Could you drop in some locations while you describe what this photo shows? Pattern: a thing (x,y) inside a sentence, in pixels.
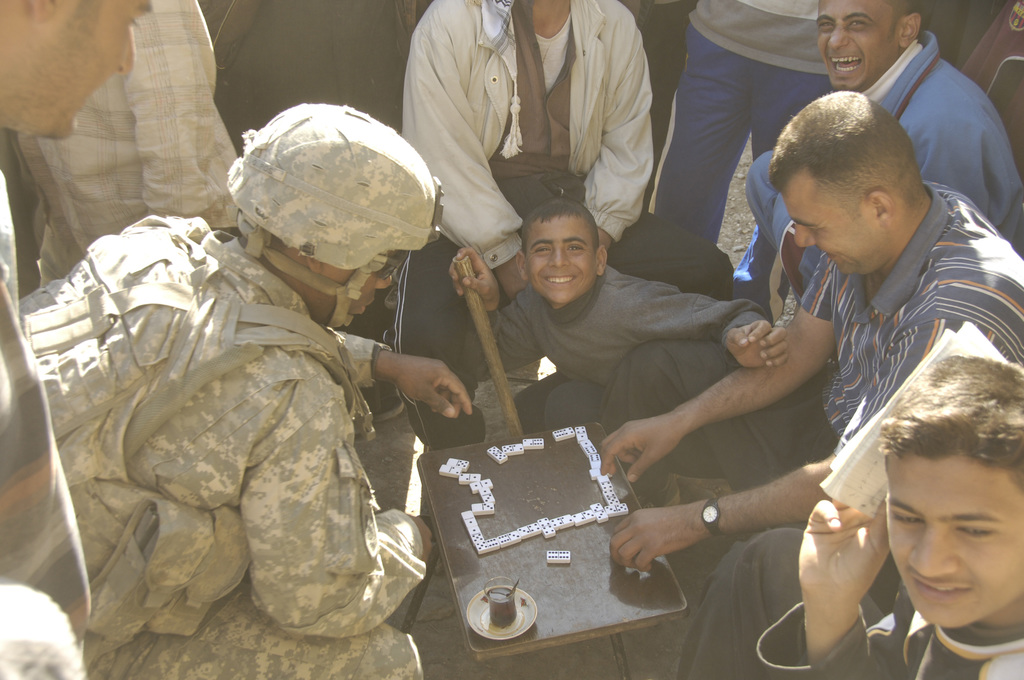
In this image we can see a table (496,530) containing some blocks (493,545), a glass (498,606) and a plate (524,628) on it. We can also see a group of people (559,225) around it. In that a boy (614,411) is holding a stick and the other (936,565) is holding some papers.
